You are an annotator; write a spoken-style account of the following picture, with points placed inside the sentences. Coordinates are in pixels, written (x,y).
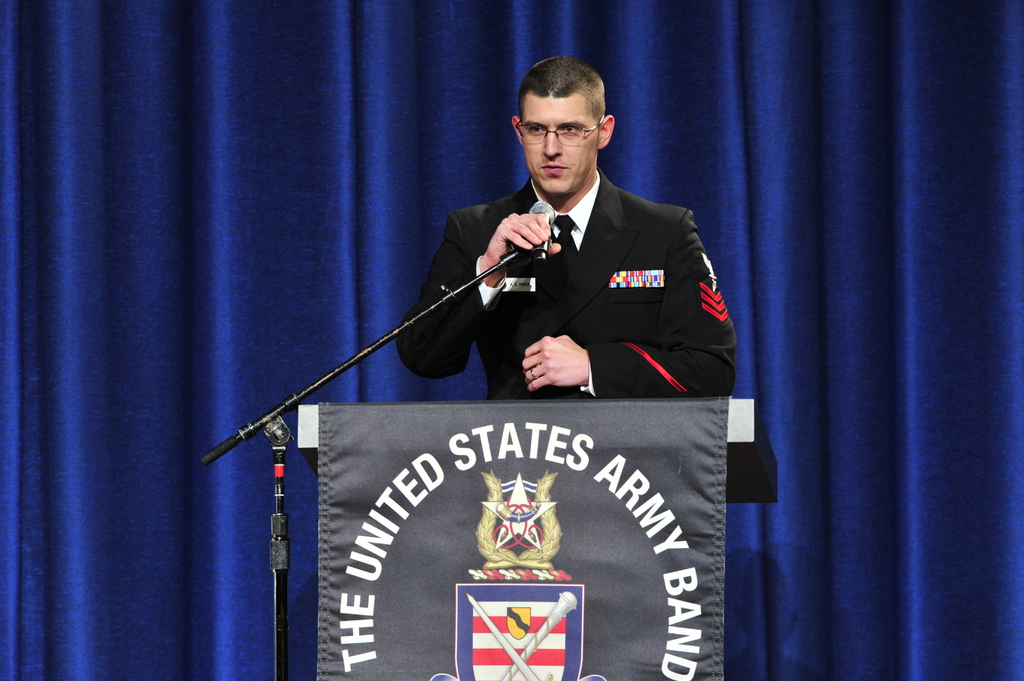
In the center of the image (438,359) there is a person (608,377) standing near a podium (366,638) talking in a mic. In the background of the image (358,340) there is a blue color cloth (236,177).
